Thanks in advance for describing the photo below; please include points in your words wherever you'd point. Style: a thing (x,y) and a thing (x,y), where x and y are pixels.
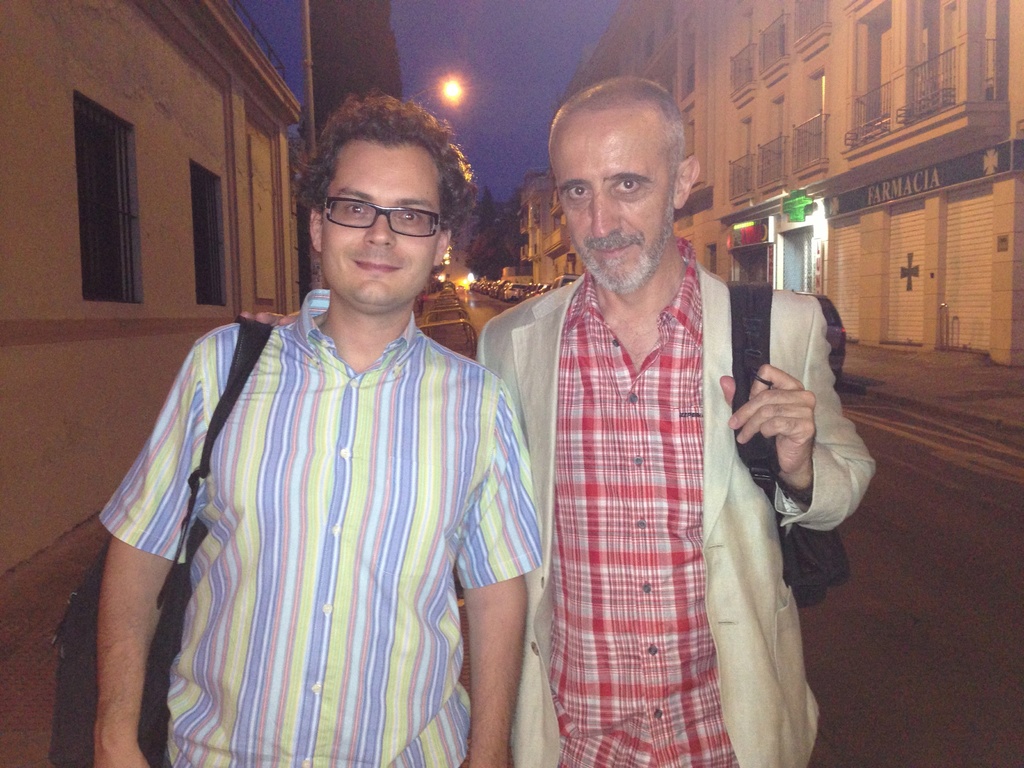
In this image I see 2 men (584,268) who are carrying bags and I see that this man (366,339) is smiling and he is also wearing spectacle (360,213). In the background (181,278) I see the buildings (256,180), road (990,701), vehicles (528,289), sky (503,47) and I see the light (449,81) over here.
